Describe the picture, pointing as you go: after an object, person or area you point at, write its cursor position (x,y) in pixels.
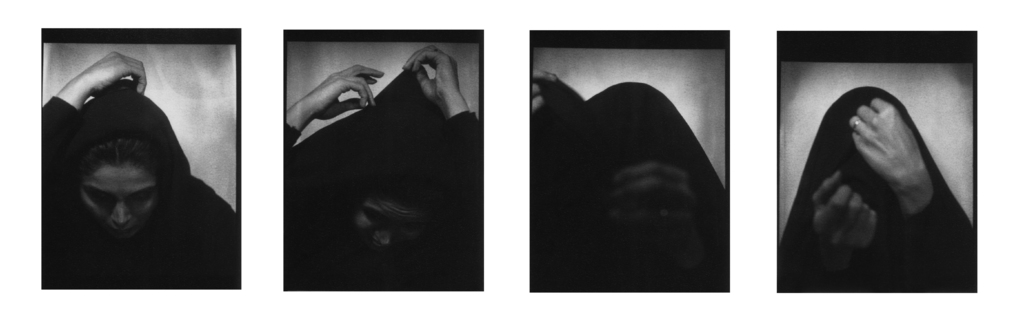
As we can see in the image there is collage picture of same person (651,182) wearing black color jacket (405,167).
